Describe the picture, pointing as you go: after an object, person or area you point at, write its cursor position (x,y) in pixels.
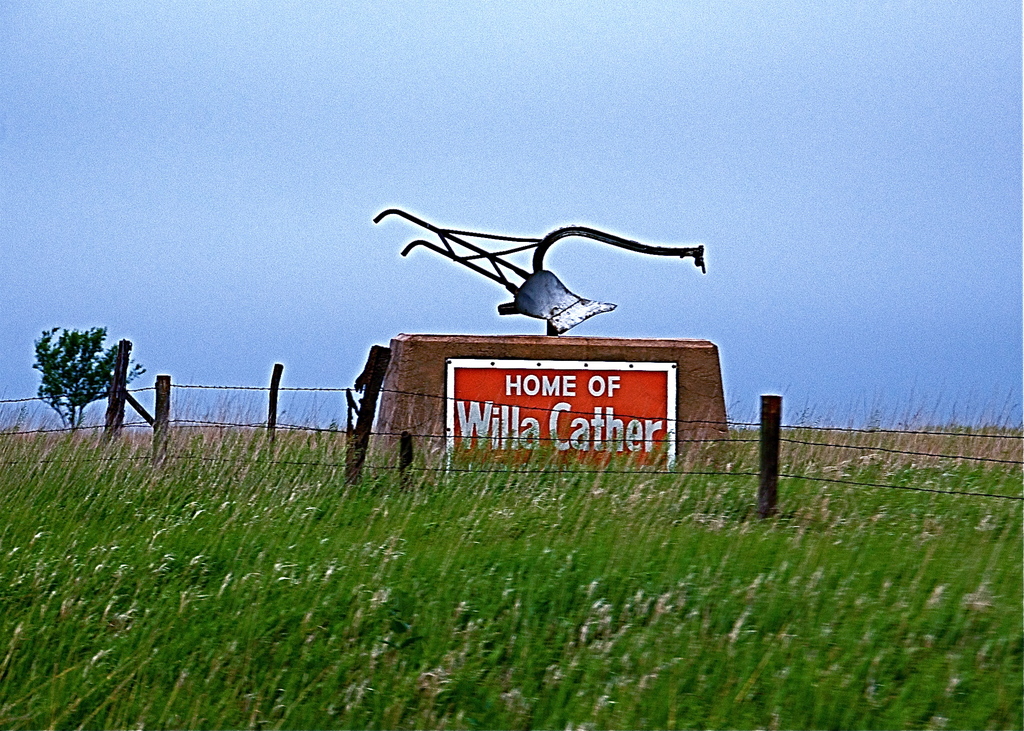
Land (371,579) is covered with grass (534,589). Far there is a tree (66,343). A board (546,374) is on the wall (419,370). In-front of this board (513,407) there is a fence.
